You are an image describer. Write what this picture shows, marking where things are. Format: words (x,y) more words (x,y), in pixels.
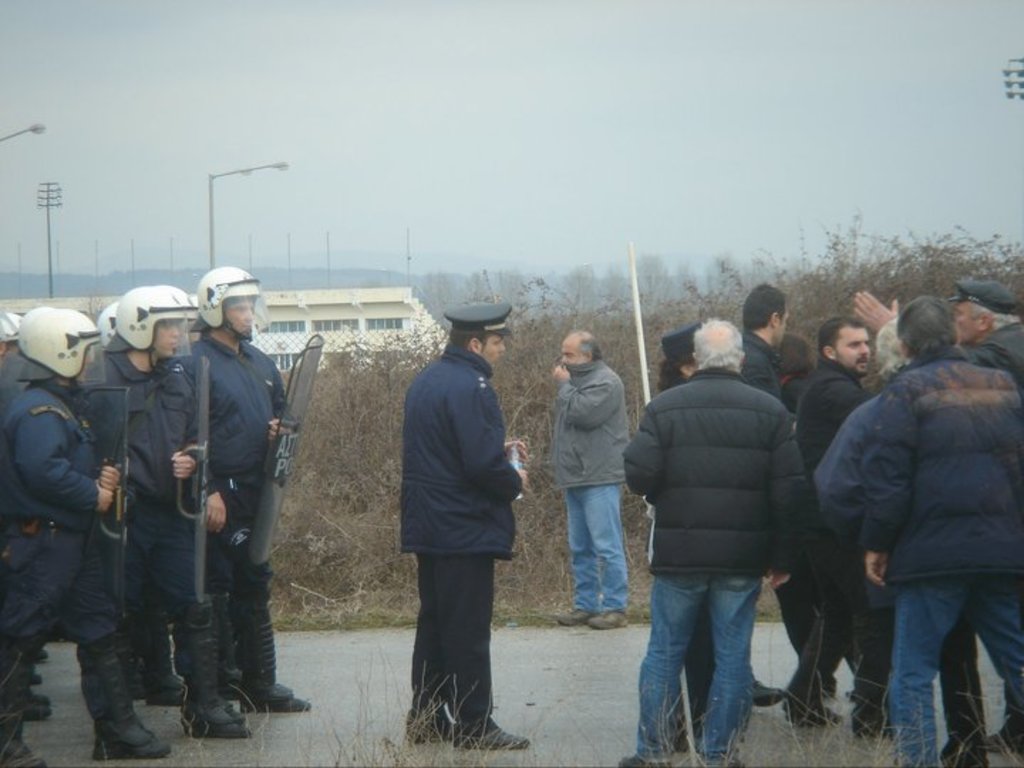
In the foreground of this image (865,529), on the right (917,447), there are men (874,480) standing on the road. In the middle (480,505), there is a man (452,650) standing. On the left (170,468), there are men (240,376) standing, wearing helmets (69,325) and holding shields (290,439). In the background (589,356), there is a man (586,344) standing, few trees (436,333), poles (407,259) and the sky (562,120).
